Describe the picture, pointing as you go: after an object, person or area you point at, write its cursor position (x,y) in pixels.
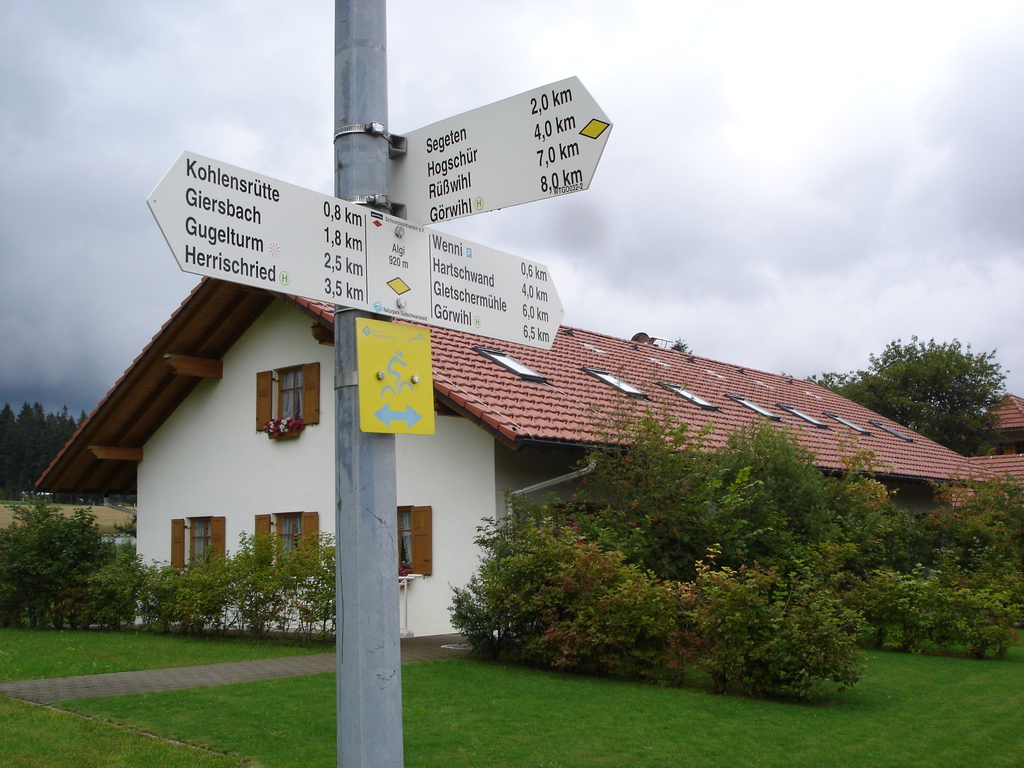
In this picture we can see the sky (166,110) and it seems like a cloudy day. In this picture we can see a house (516,448) and windows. On the right side (1010,469) we can see trees (982,449) and rooftops (1007,411). We can see plants (985,582) and green grass (699,703). This picture is mainly highlighted with a pole (365,122) and we can see boards (391,344).
